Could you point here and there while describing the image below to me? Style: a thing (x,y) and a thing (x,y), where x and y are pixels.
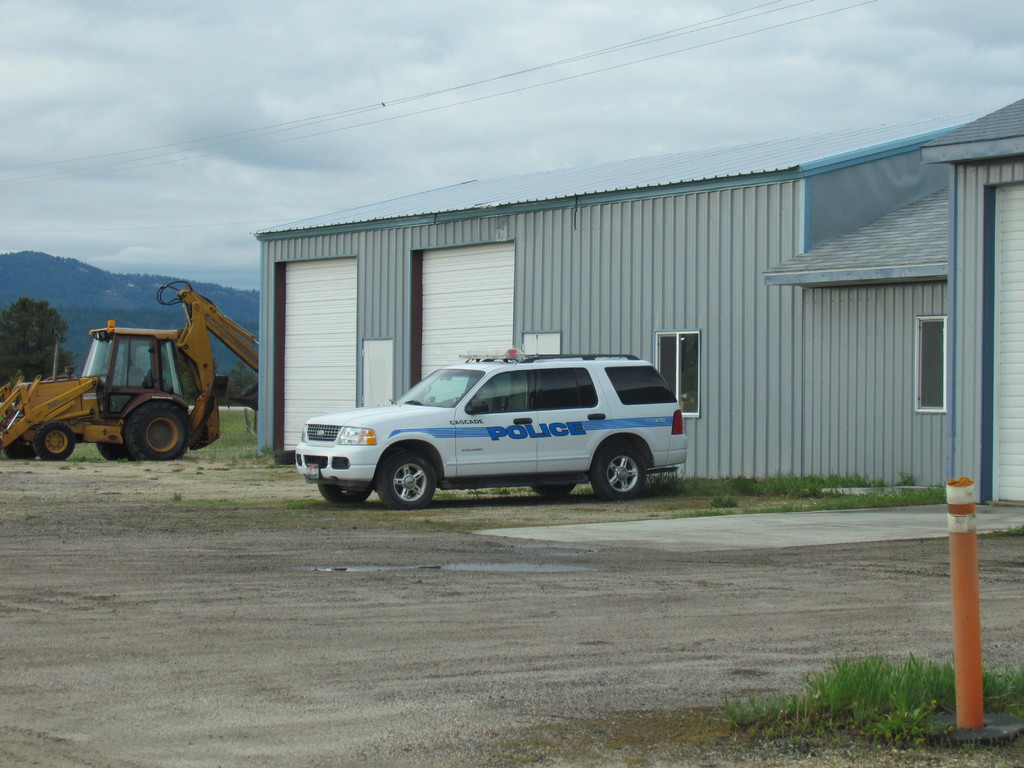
This image is taken outdoors. At the top of the image (181,189) there is the sky (325,64) with clouds (522,95). At the bottom of the image (815,689) there is a ground (764,695) with grass (812,702) on it. In the background (80,293) there are a few hills (153,325) and there are a few trees (18,341). On the left side of the image (119,428) a crane (111,401) is parked on the ground (190,520). On the right side of the image (818,350) there is a house (771,431) and in the middle of the image (508,404) a car (529,445) is parked on the ground (636,505).
